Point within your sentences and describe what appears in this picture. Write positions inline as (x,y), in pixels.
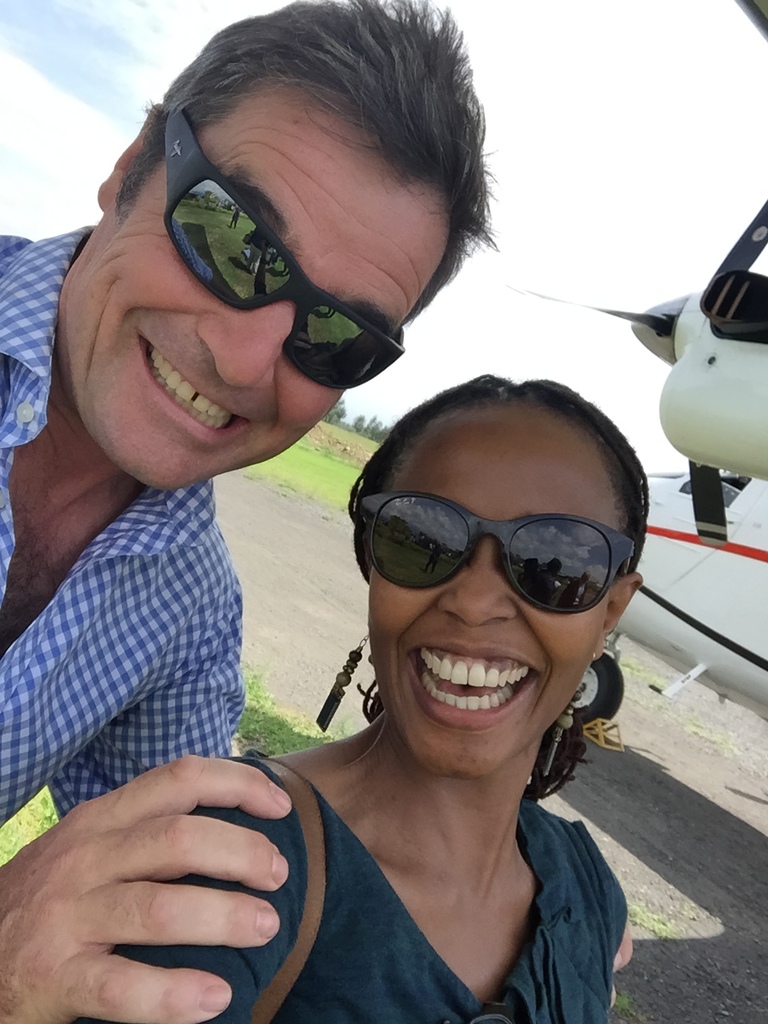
In this picture we can see two people (163,377) wore goggles (180,115), smiling and in the background (741,335) we can see an airplane (722,339) on the ground (264,527), grass (349,432), trees (338,417) and the sky (504,282).
